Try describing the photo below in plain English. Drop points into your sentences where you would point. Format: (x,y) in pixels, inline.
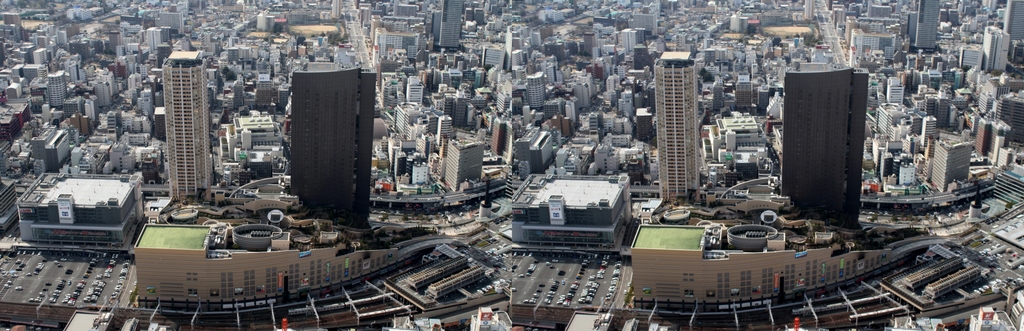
In this image we can see collage pictures, in those pictures we can see aerial view of cities (457,172), there are buildings (484,176), vehicles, trees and light poles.
